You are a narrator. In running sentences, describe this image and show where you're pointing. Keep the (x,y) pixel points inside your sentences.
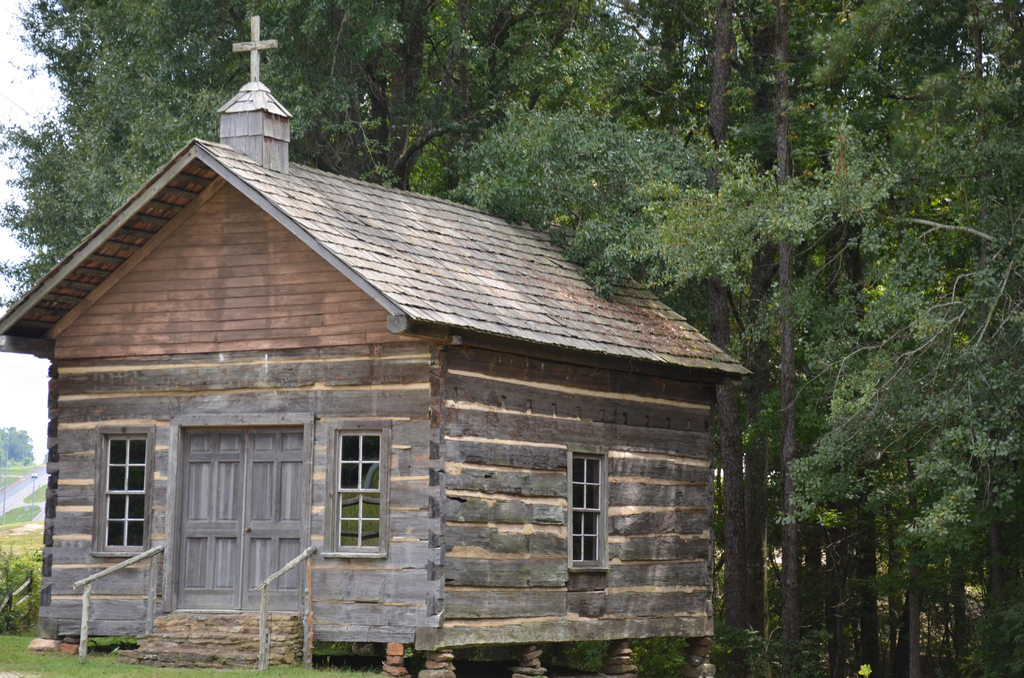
In the picture I can see a house (306,434) which has windows (377,486) and doors (262,518). In the background (541,179) I can see trees (553,154), plants (2,619), the grass (26,647) and the sky (2,390).
